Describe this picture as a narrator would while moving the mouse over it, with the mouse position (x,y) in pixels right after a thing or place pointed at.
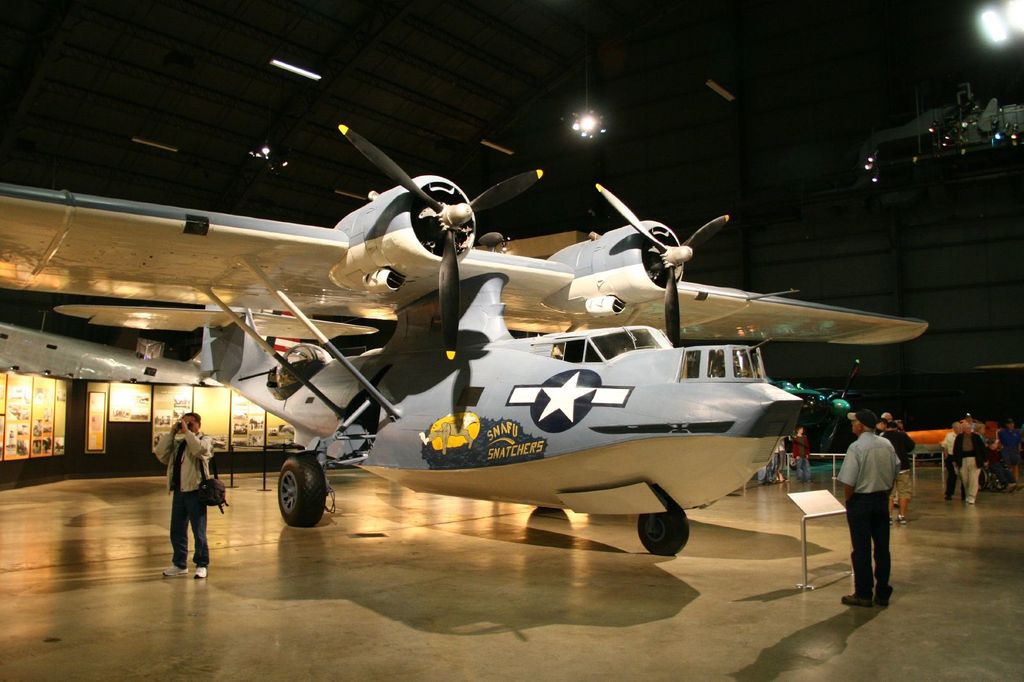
This image consists of a propeller plane (416,375) in white and gray color. There are many persons (959,474) in this image. At the bottom (288,625), there is a floor (265,572). It looks like an exhibition. In the background (215,416), there are stalls (224,430). At the top (495,93), there is a roof (472,128).
